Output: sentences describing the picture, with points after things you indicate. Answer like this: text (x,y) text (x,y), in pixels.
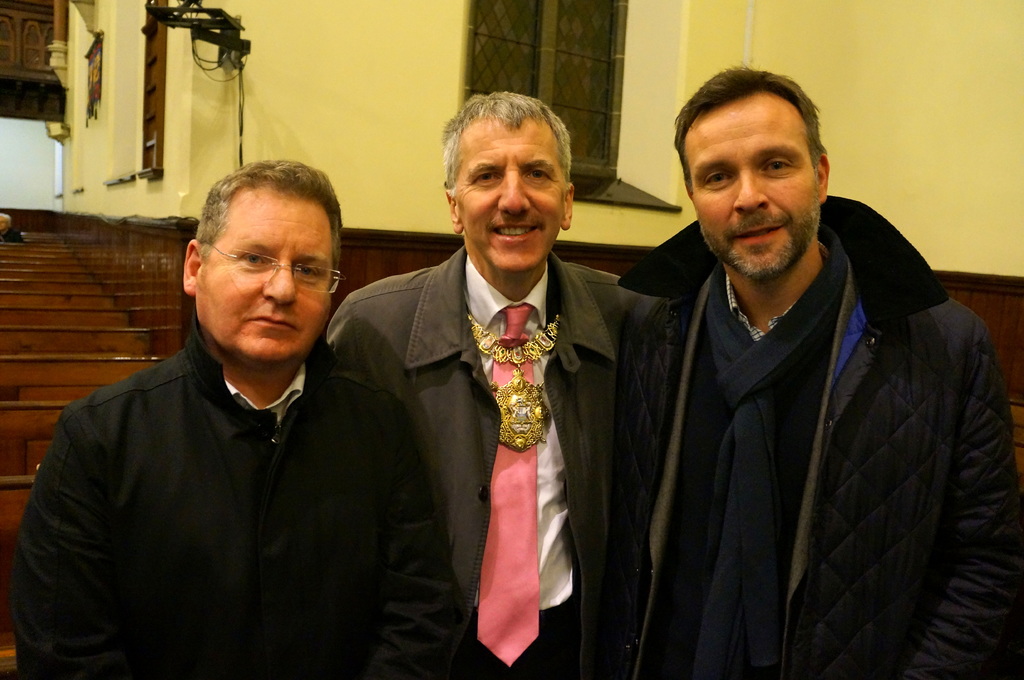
Men (573,373) are standing wearing black color clothes (385,574), this is wall (763,40) with the window (519,65).
